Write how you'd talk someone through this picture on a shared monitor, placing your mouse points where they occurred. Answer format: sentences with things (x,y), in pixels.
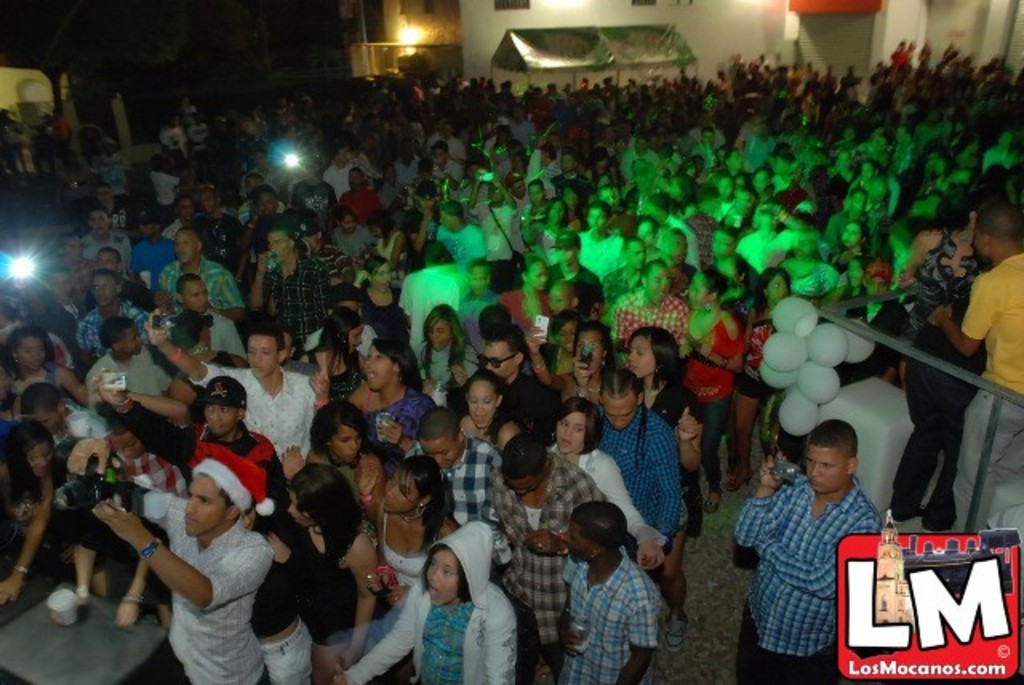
This picture is clicked outside. In the center (597,428) we can see the group of people (610,357) seems to be standing on the ground (707,484) and holding some objects (162,317). On the right (891,343) we can see the metal rods (866,331) and the balloons (802,384). In the background (713,20) we can see the buildings (432,15), shutter (864,27), lights (415,34) and some other objects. At the bottom right corner (915,612) there is a watermark (900,619) on the image.
